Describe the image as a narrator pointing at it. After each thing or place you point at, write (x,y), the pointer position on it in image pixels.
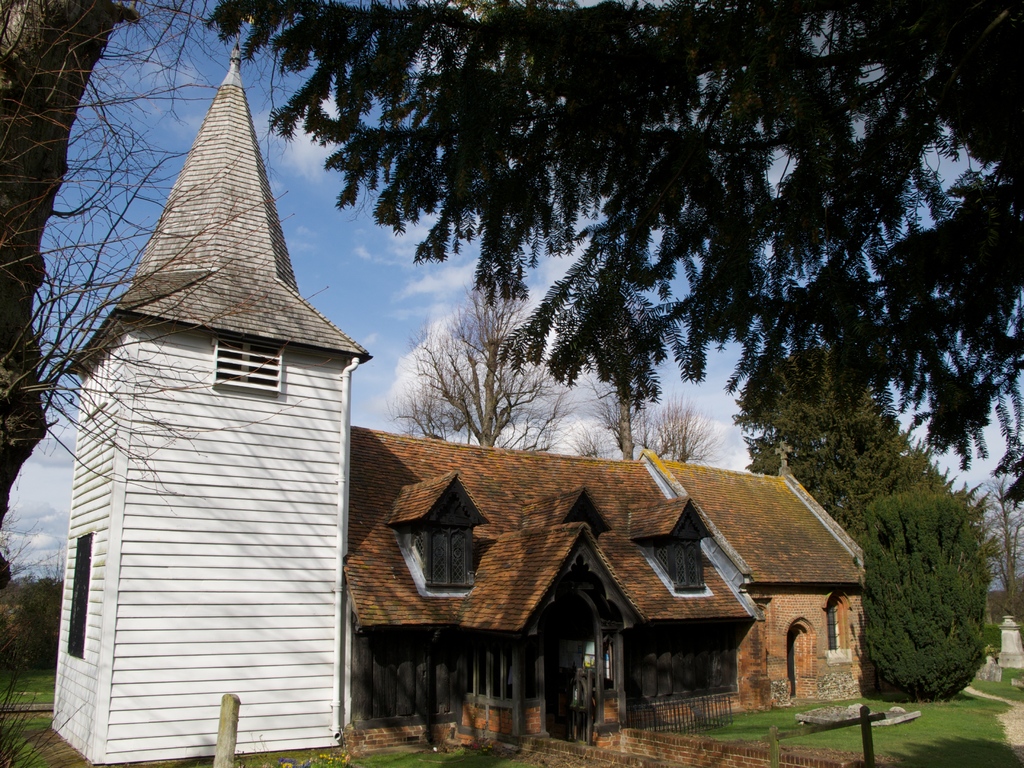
In the foreground of this image (877,167), on the top (766,101) and on the left (52,53) there are trees (67,63). In the background (566,516), there is a building (641,556), grass (884,734), railing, few trees (897,521), sky (382,320) and the cloud (399,246).
